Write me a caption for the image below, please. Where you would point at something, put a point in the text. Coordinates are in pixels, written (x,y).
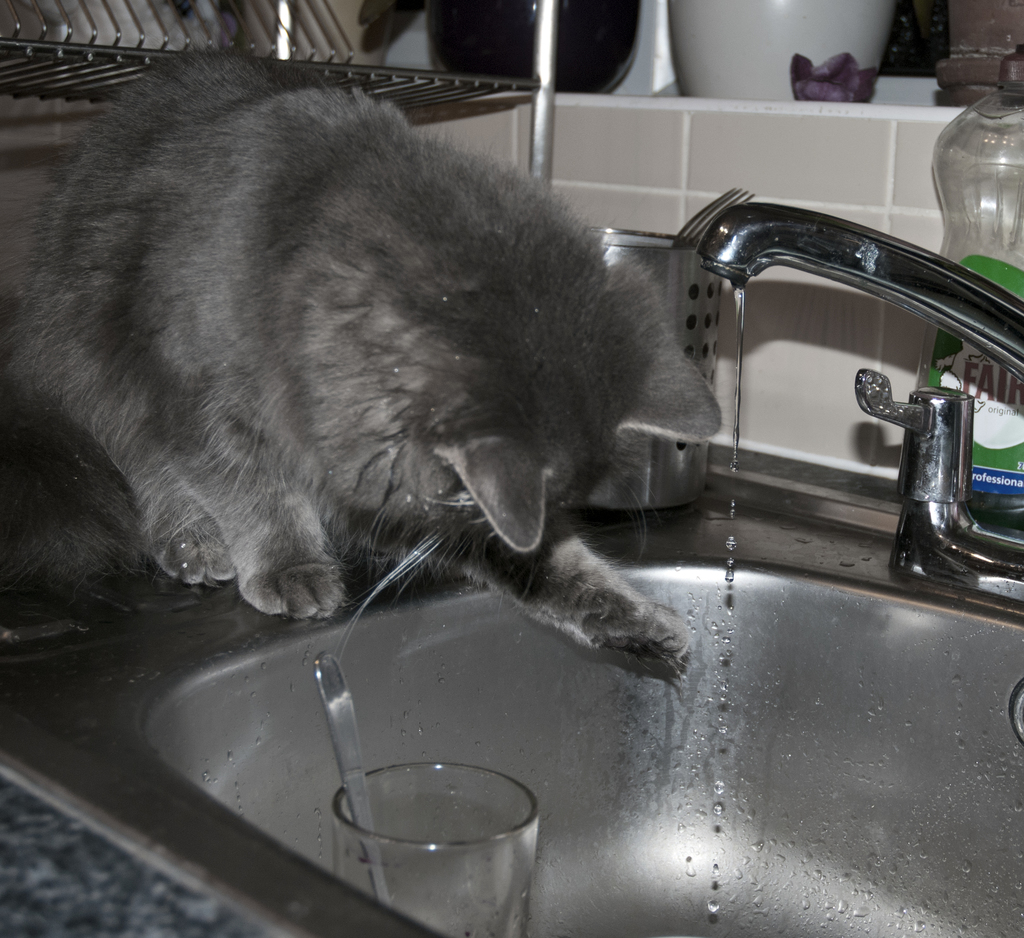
This is a colour image. On the left side (331,436), there is a cat (243,318). In front of this cat (364,610), there is a glass (438,793) in a sink (591,883), which is having a tap (839,248). From this tap (752,264), there is a waterfall (741,297). Behind this tap (1006,324), there is a bottle (1004,147), a fork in a basket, a steel object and there are other objects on a wall (625,108).
